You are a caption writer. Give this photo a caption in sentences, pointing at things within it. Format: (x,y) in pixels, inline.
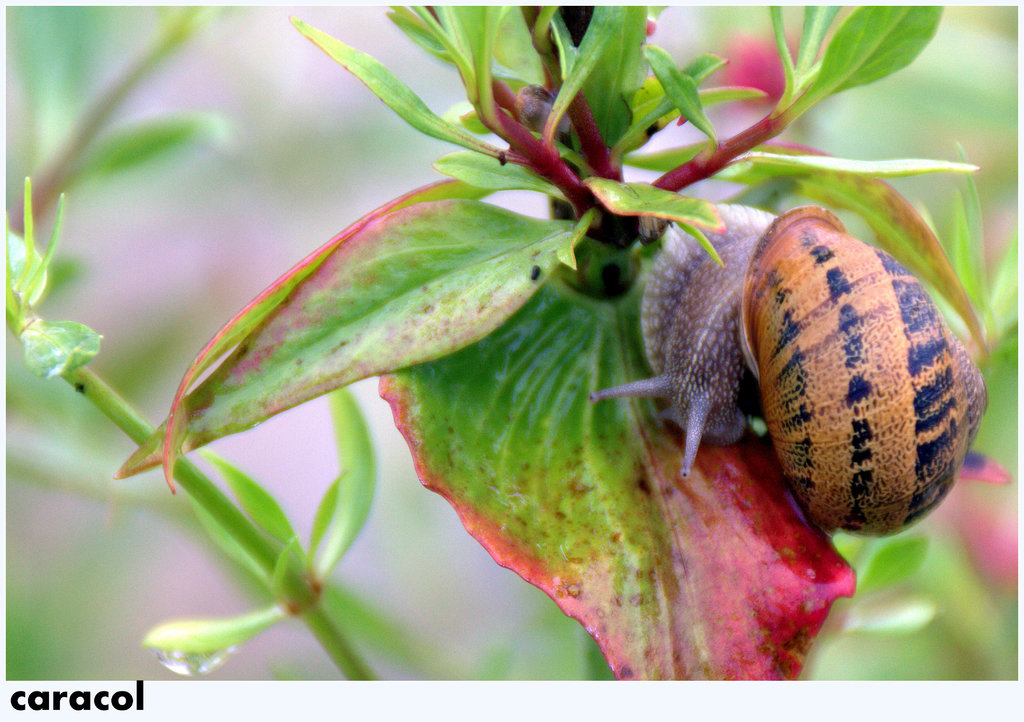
In the image we can see there is a snail (751,263) standing on the leaf (597,459) and there is a plant (511,449).
